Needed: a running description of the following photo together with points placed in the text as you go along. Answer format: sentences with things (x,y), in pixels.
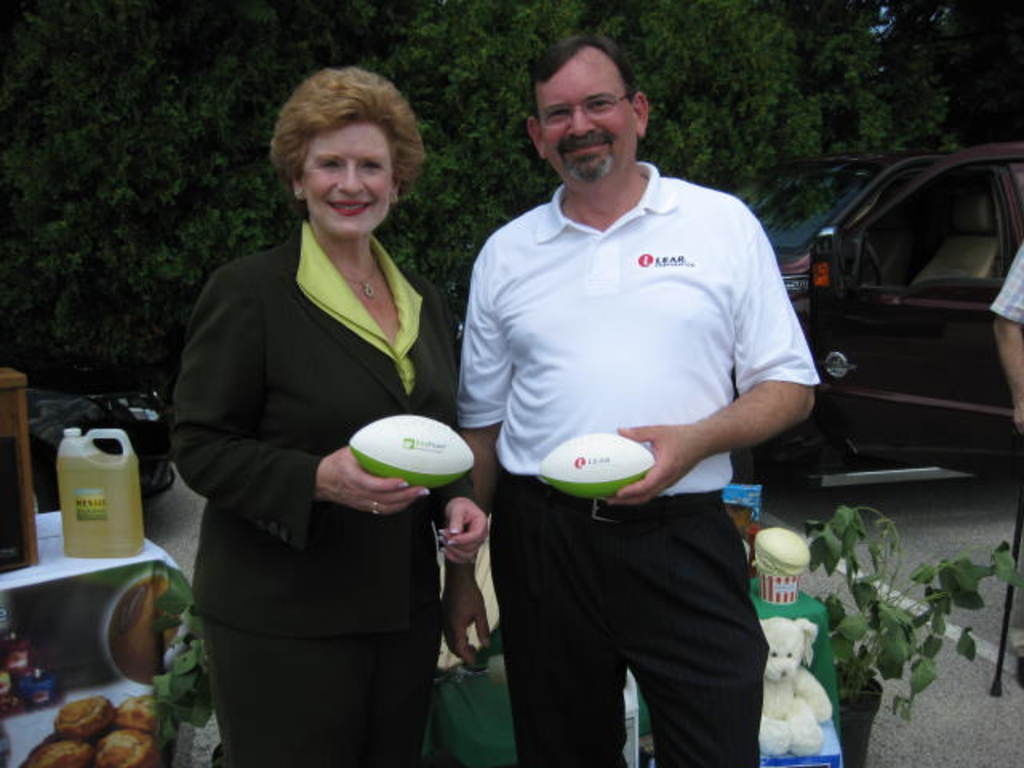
This image is taken in outdoors, there are three people (235,560) in this image. In the middle of the image (374,290) a man (754,745) and a woman (330,734) are standing holding a ball (440,449) in their hands (424,489). At the background (48,303) there are few trees (663,57) and a car (820,315). In the right side of the image (935,664) there is a plant (856,594) with a pot (848,712) and a teddy bear (771,730) on a table (830,678).
